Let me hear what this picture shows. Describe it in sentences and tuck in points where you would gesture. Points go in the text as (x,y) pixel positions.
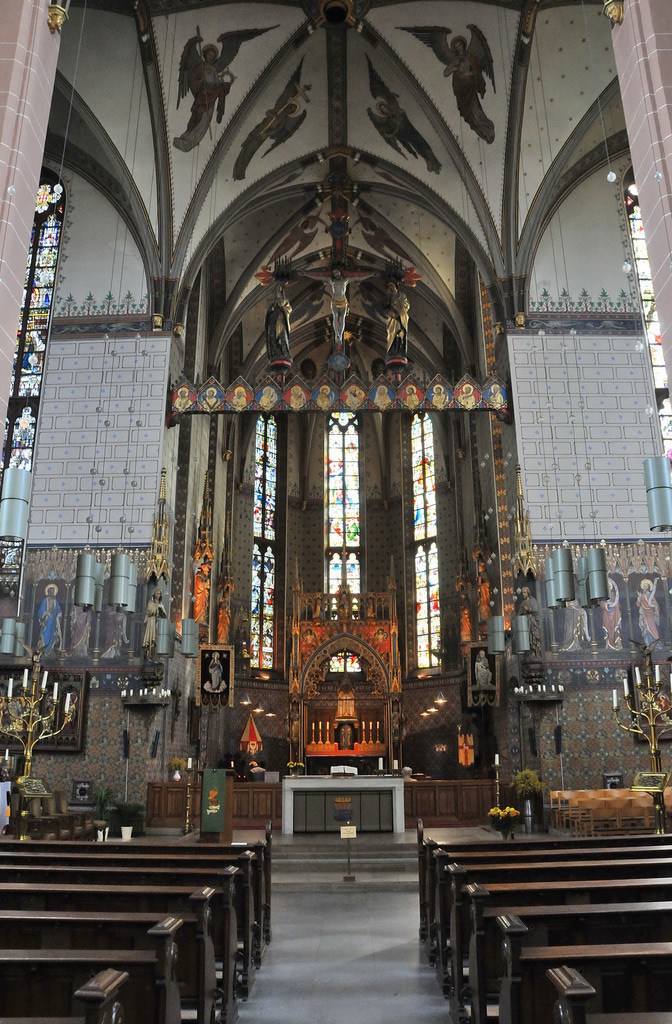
In this picture we can observe a church (282,711). There are brown color benches (217,936) in this church (382,784). We can observe windows (434,492) in the background (334,540). There is a wall (94,432) here. We can observe an idol of Jesus (334,313) here.
